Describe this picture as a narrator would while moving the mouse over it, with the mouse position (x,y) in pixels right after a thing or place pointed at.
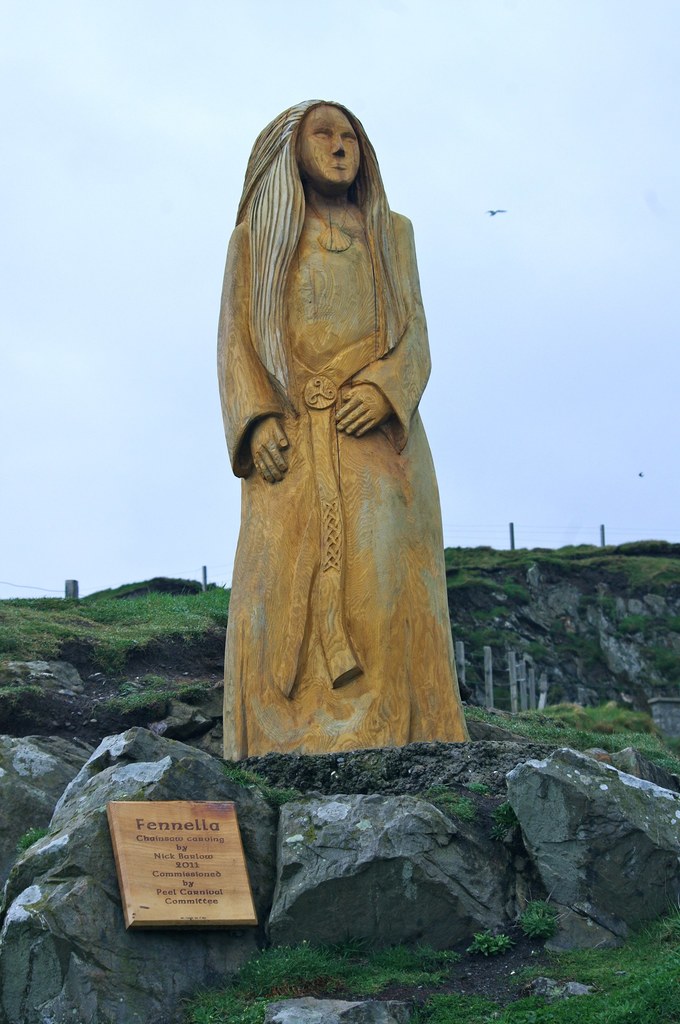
In the image we can see there is a statue of a person (319,677) standing on the rock (355,807) and there is a board (193,846) on which it's written "Fenella".
